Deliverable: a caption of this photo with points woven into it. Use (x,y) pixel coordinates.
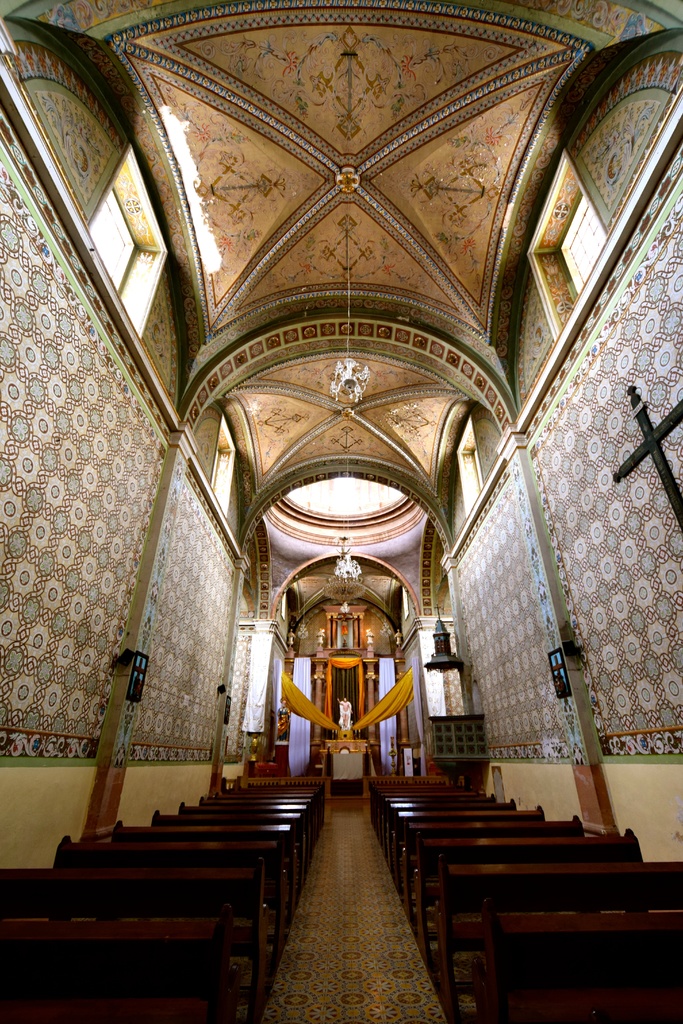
This image is taken in the church (277,105). In this image we can see the wooden benches (393,802) on the floor (360,966). We can also see the walls (93,699), frames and also the ceiling (340,285) with the hanging lights (347,376). We can also see the windows (590,223).
